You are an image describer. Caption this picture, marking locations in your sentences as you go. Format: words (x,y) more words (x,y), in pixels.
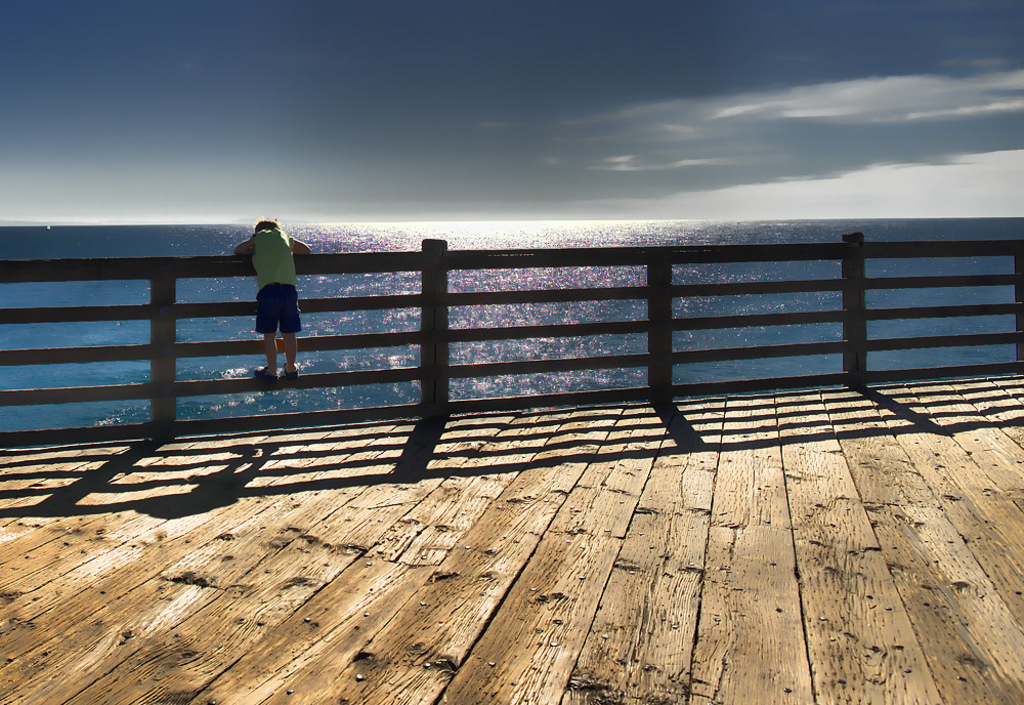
Sky (460,139) is cloudy. Here we can see fence (329,303), person (270,297) and water (617,283).
